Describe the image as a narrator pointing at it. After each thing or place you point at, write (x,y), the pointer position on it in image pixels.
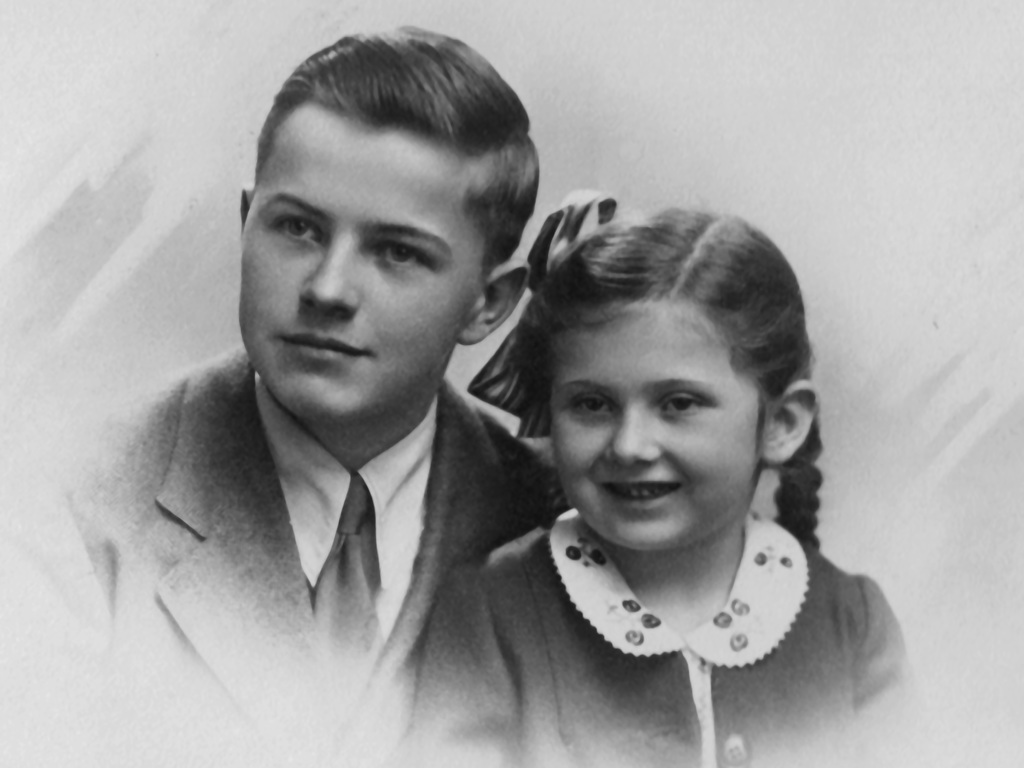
In this picture I can observe a boy (250,339) and girl (617,431) in the middle of the picture (552,388). This is a black and white image.
